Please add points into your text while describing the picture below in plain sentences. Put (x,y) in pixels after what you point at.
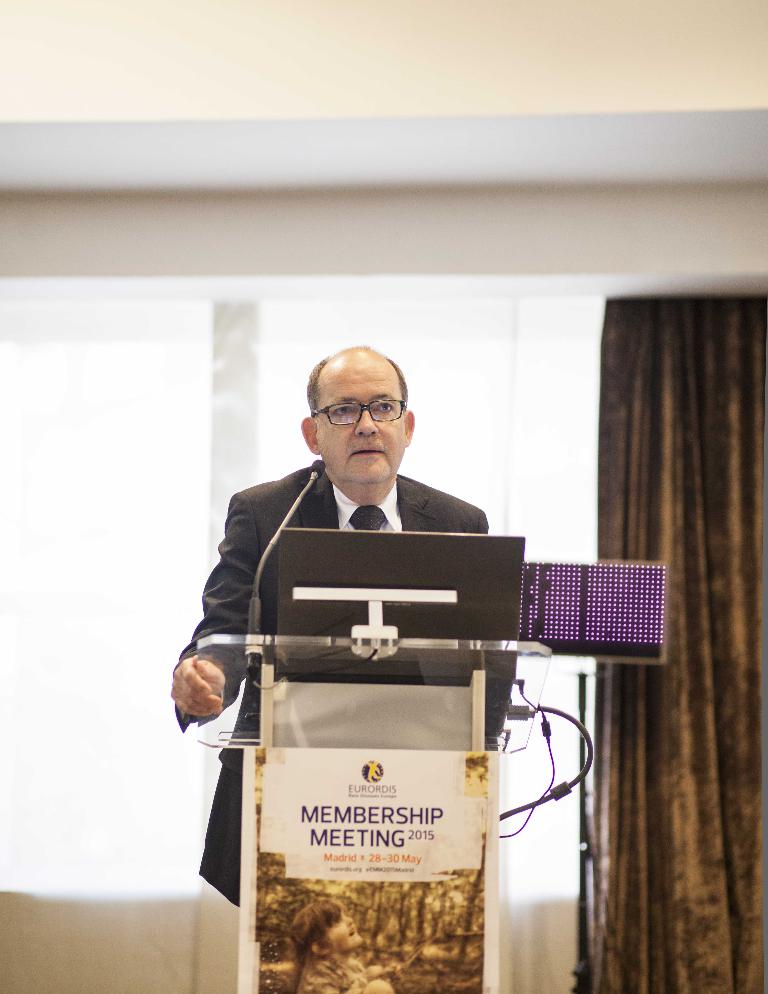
The man (402,510) in the middle of the picture (398,496) wearing a white shirt (399,524) and black blazer (293,481) is standing near the podium (350,679). On the podium (264,785), we see the microphone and laptop (346,577) are placed. He is talking on the microphone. Behind him, we see the windows (188,476) and a curtain (670,582) in brown color. At the top of the picture (415,170), we see a white wall (335,269).
